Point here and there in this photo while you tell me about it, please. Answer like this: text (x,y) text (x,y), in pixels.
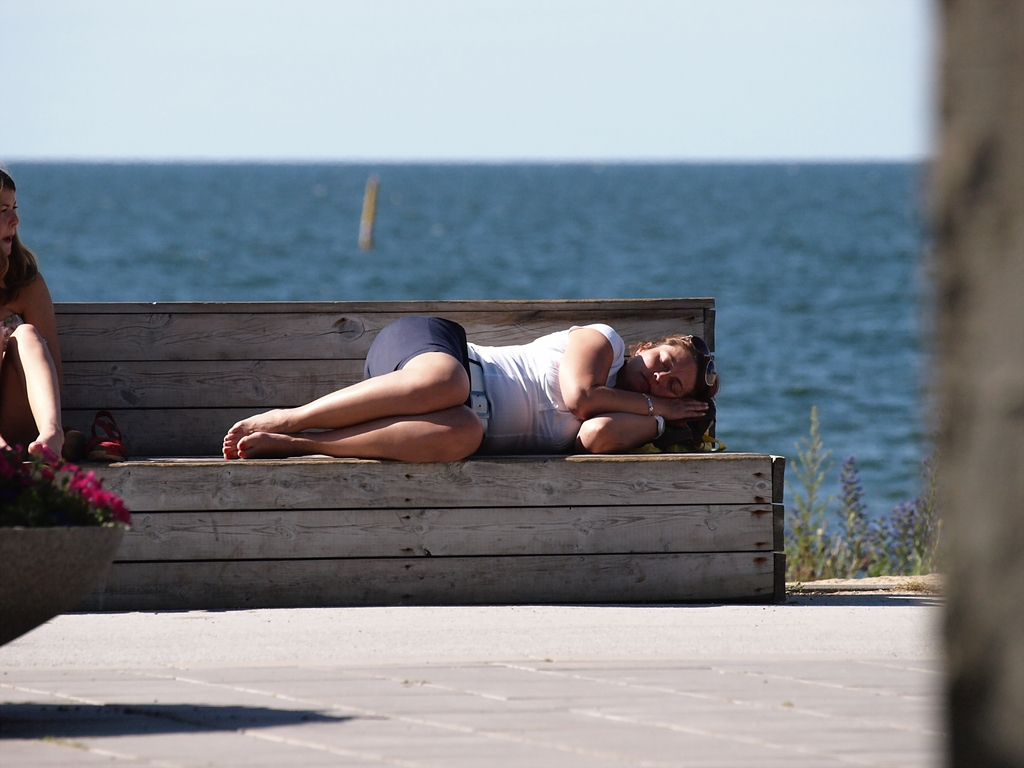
In this image there are two girls (408,426) one is sitting and the other is sleeping on the wooden bench (423,492), in front of them there is a flower plant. In the background (459,217) there is a sea (500,228) and a sky (351,85).
